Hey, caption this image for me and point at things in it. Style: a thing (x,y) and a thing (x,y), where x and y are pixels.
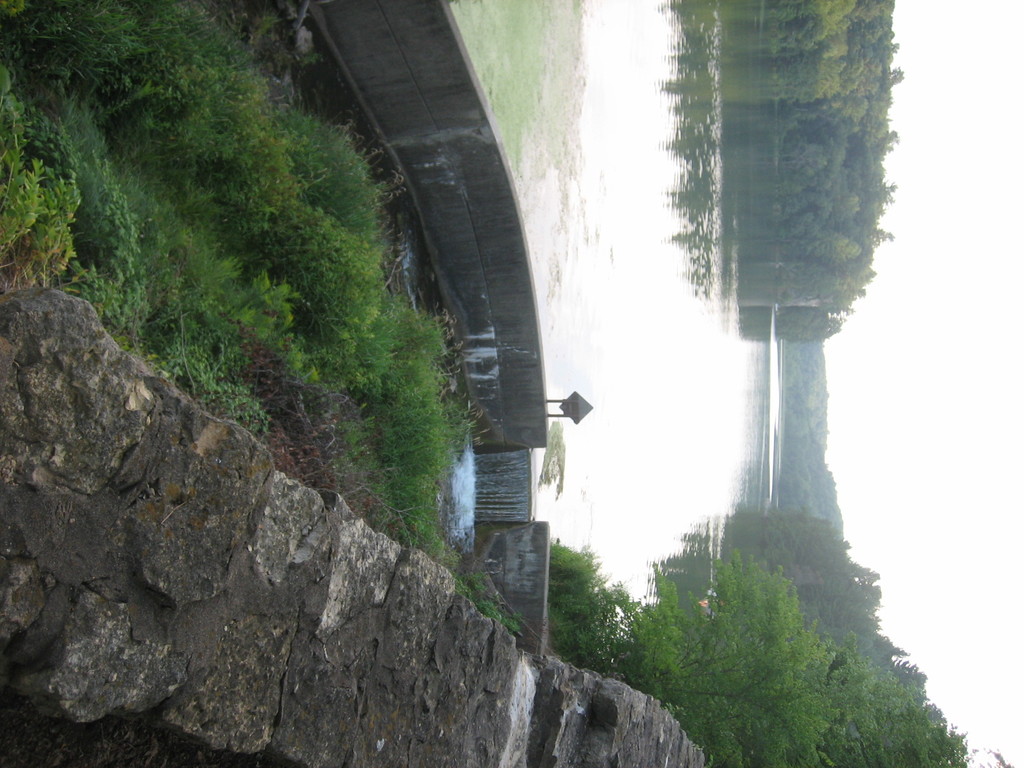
In the center of the image (660,448) we can see a lake (648,416) with water (602,444). In the foreground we can see a stone wall (479,631), sign board (588,406) with some text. In the background (803,526), we can see a group of trees (774,690) and the sky (978,341).
